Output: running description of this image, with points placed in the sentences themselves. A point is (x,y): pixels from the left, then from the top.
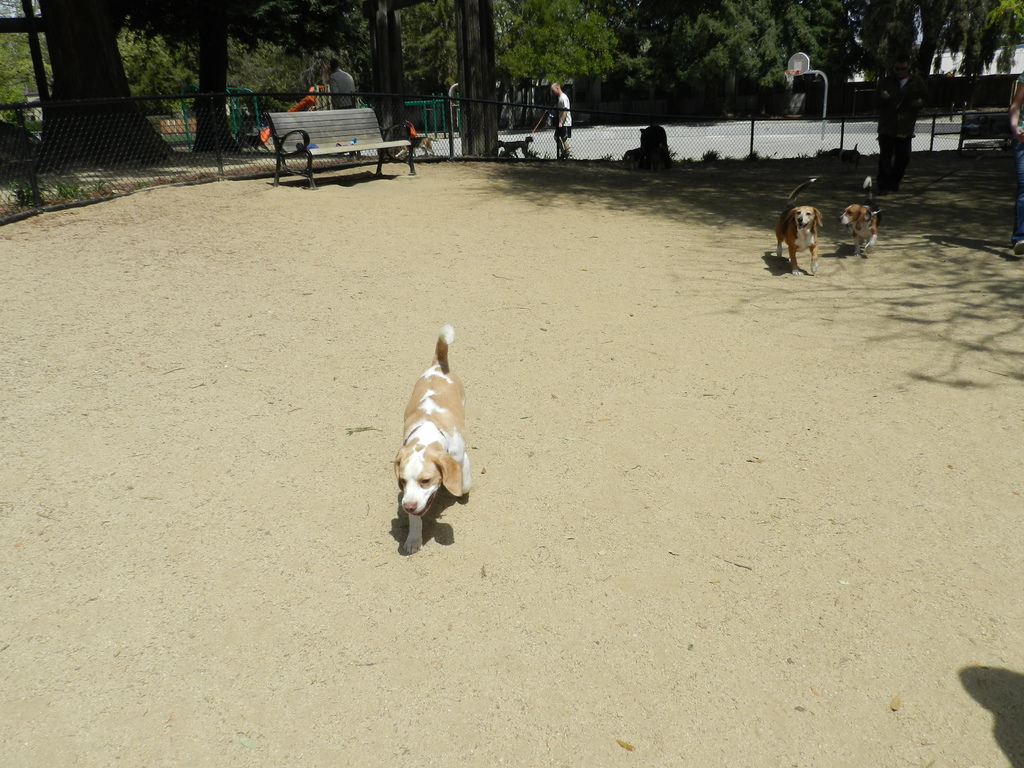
In this picture there is a park (648,283) with some dogs (633,154), there is a bench (297,124) here to sit. In the backdrop (407,22) there are some trees (569,75).
